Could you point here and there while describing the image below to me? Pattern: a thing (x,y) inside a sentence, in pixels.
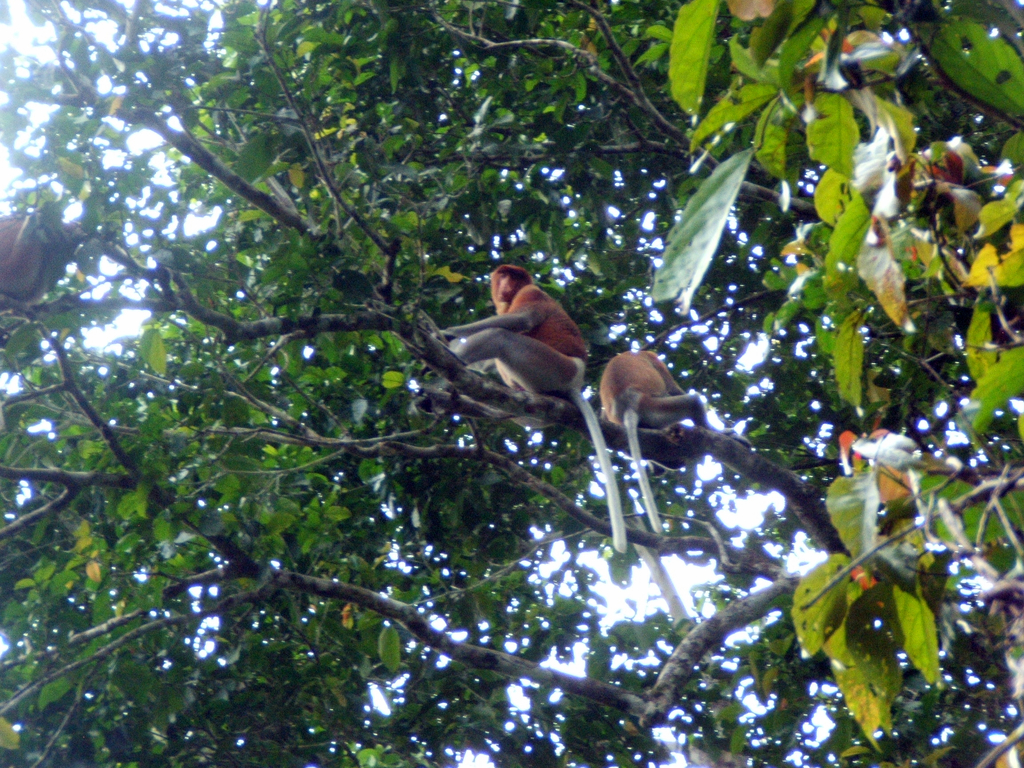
This is completely an outdoor picture. At the top of the picture (197,231) partial part of the sky (202,218) is visible through the tree (714,591). Here we can see two monkeys (620,391) sitting on the branch (680,450) of the tree (664,443). On the left side of the picture (29,290) we can also see another monkey (41,247) sitting.
